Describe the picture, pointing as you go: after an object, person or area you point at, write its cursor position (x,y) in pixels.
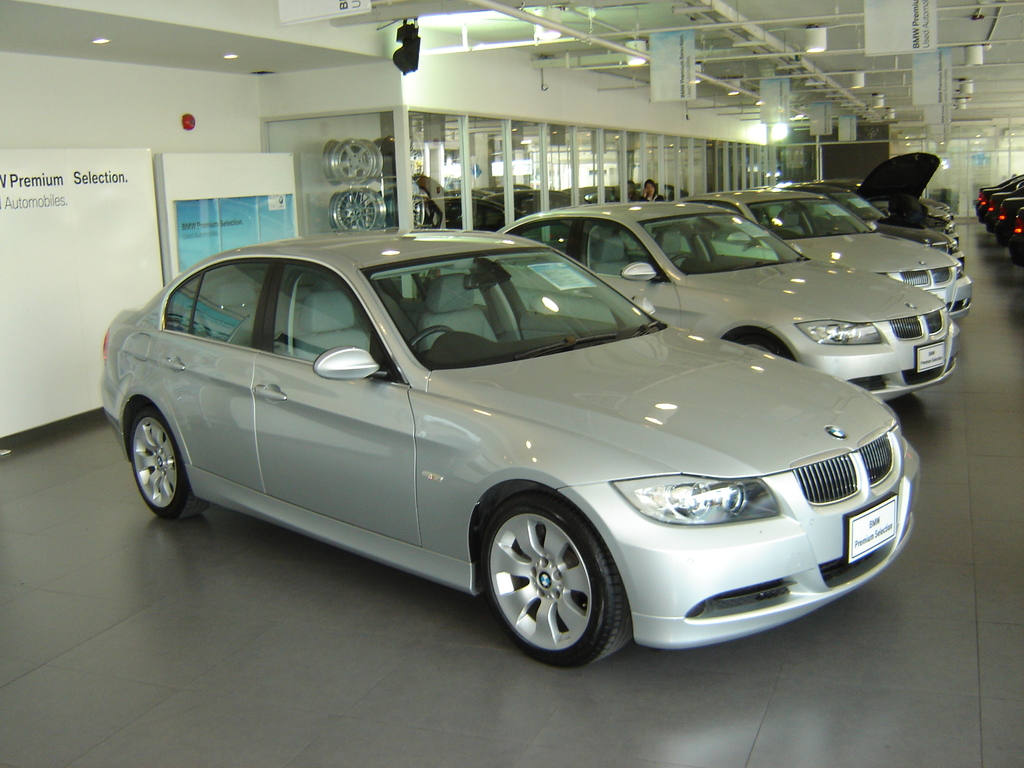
In this picture we can see cars (867,355) on the floor (227,674), boards (124,276), wall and wheels (377,163). There is a person (650,182) and we can see glass (650,178). At the top of the image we can see boards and lights (961,91).
